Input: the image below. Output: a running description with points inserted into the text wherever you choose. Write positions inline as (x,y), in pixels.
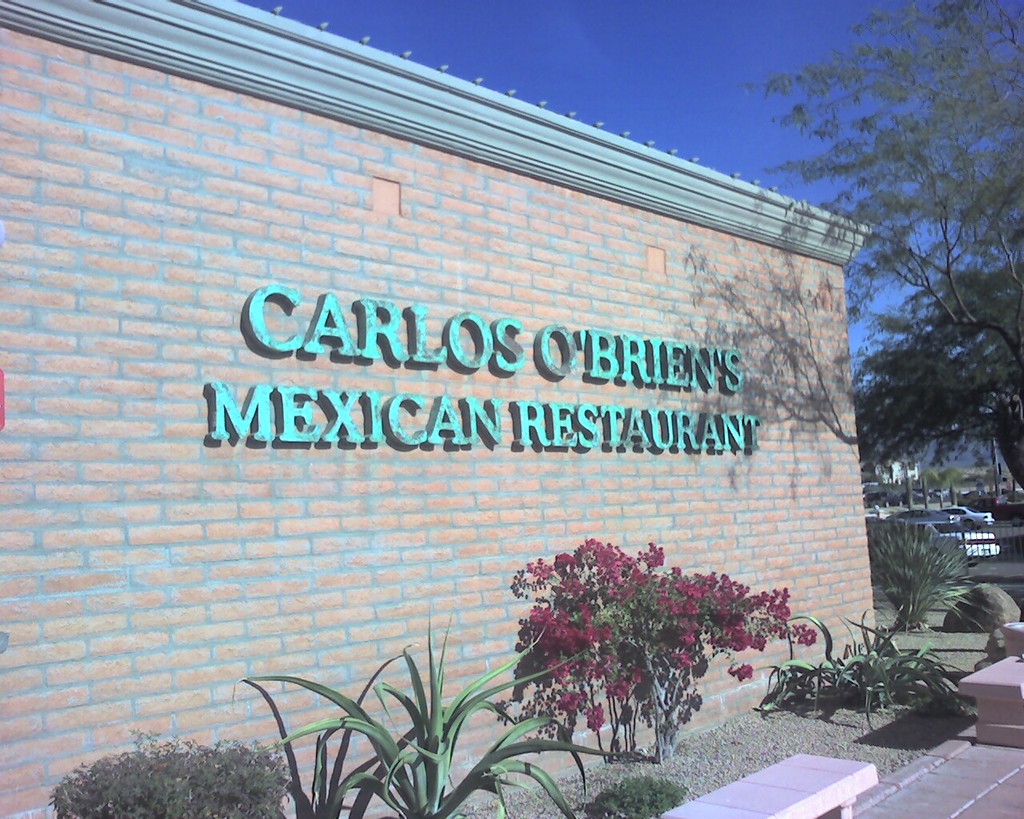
We can see plants (797,674), flowers (628,594), benches (805,772), rock (996,642), trees (876,373) and some text (475,319) on the wall (523,185). In the background (895,483) we can see fence (1006,553), vehicles (997,518), trees (951,478) and sky (627,121) in blue color.
